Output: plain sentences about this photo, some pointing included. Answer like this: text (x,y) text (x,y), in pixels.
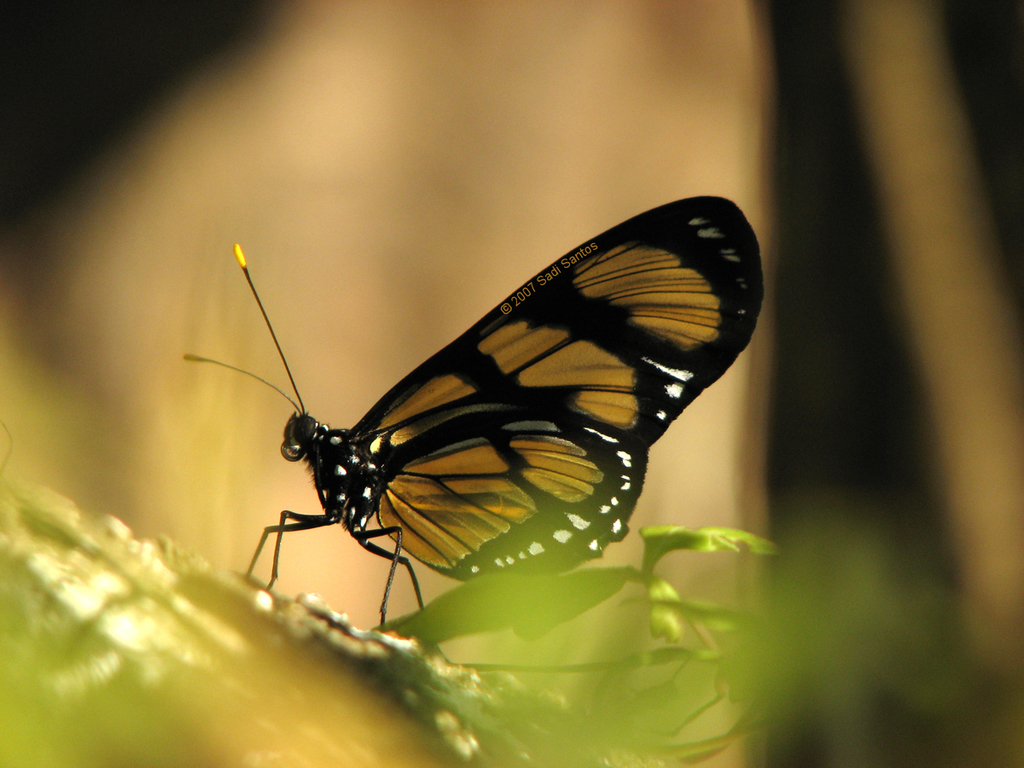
It is a beautiful butterfly (503,422) which is in brown and black color.
